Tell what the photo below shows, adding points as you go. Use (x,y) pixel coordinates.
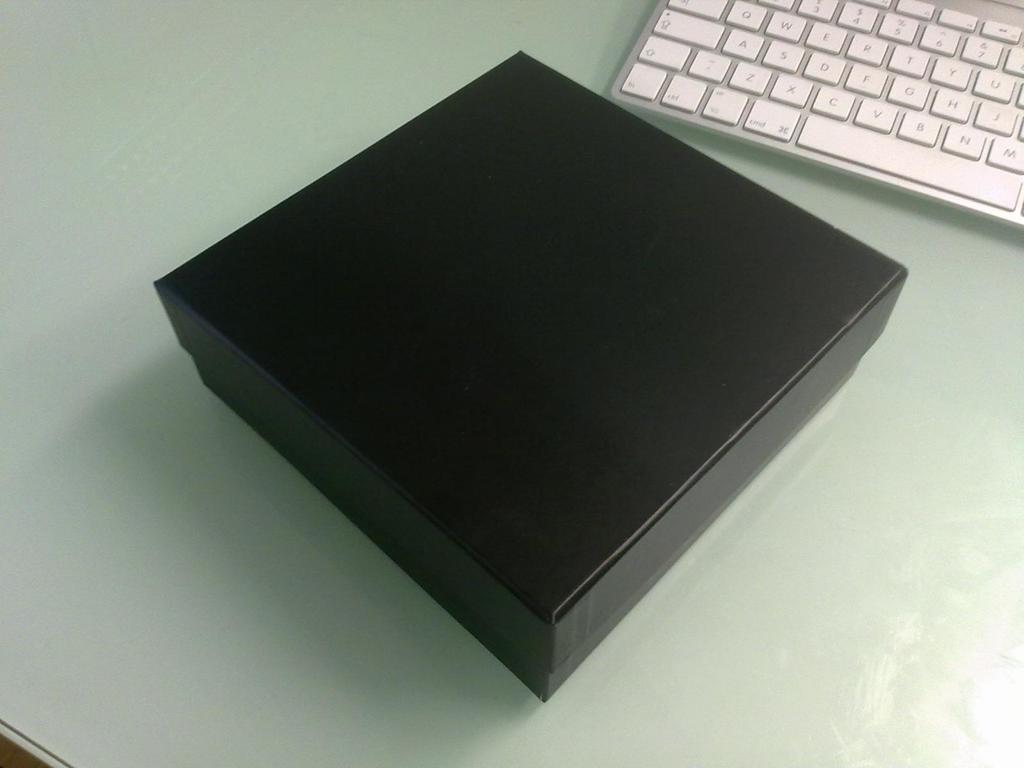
In this image I can see a black box (481,256) and keyboard (759,46) is on the table (253,546).
